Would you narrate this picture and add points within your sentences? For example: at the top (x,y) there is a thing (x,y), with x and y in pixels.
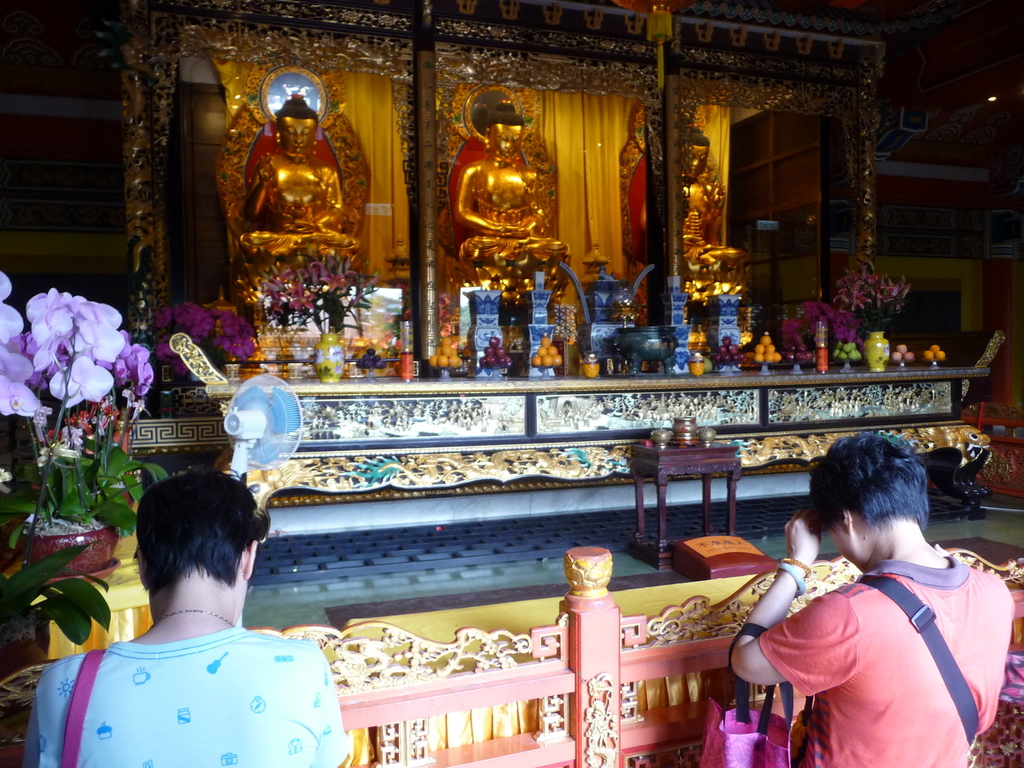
At the bottom of the image (387,745) we can see persons (862,698) at fencing (545,719). In the background (515,269) we can see statues (271,217), pillars (153,237), flower vase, fruits (928,352) and jars (666,339).
